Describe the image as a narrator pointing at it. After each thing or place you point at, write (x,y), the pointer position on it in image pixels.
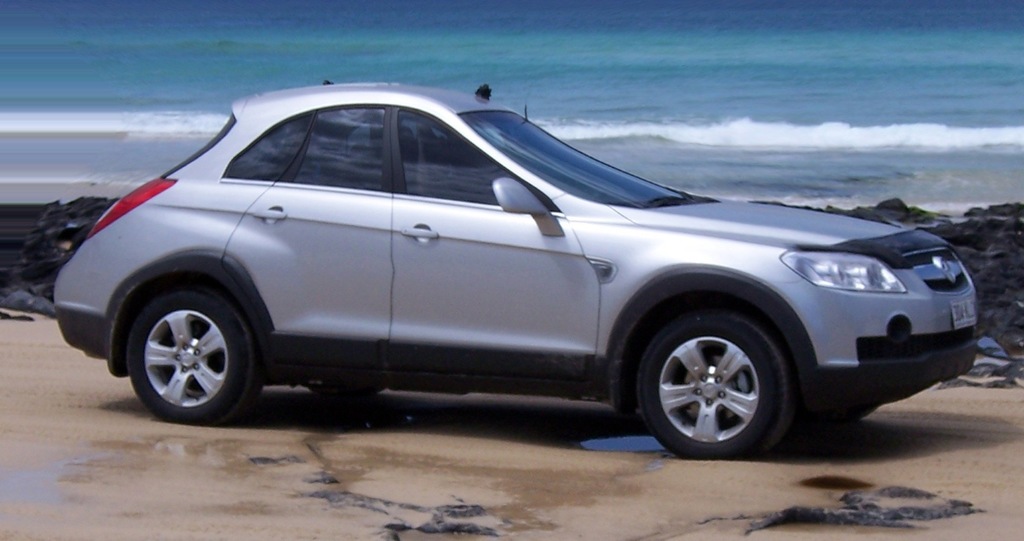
In this image I can see a car (118,336) and in the background (873,125) I can see water (649,81).
